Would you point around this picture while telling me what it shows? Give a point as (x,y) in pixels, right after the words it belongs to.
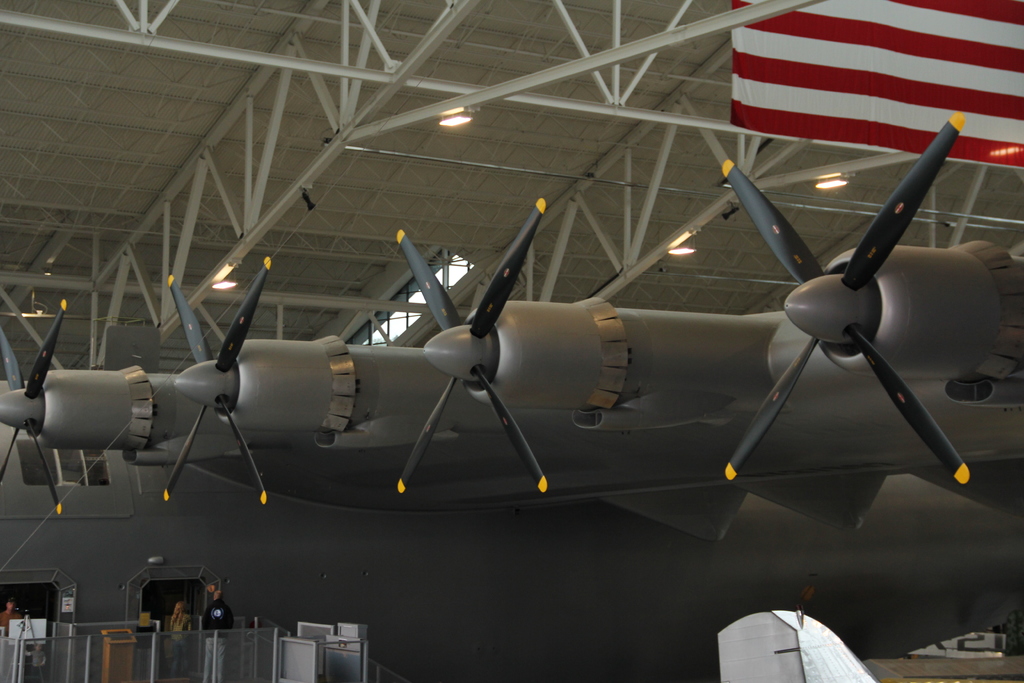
In the image we can see a plane (246,560). At the top of the image (533,29) there is roof (743,239) and there are some lights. In the bottom left corner of the image (248,665) there is fencing (156,646). Behind the fencing (148,666) three persons (221,622) are standing.
